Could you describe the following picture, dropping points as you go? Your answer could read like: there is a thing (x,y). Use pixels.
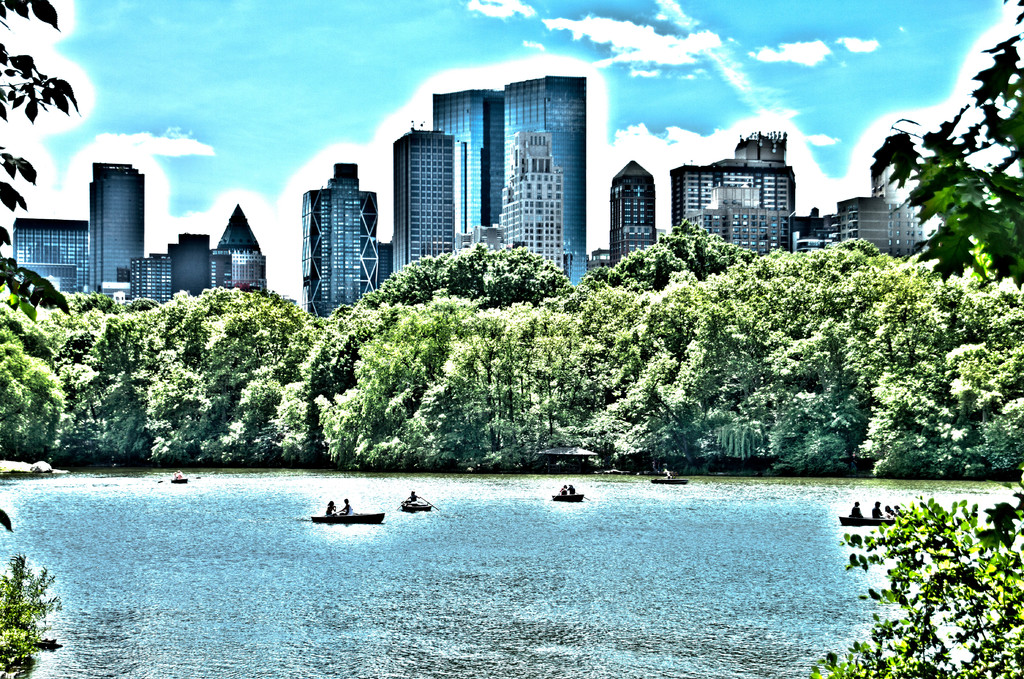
In this image we can see few boats (848,519) on the water (828,498) and few people (350,513) in the boat (862,518), there are few trees (488,394), buildings (415,234) and the sky (612,41) in the background (454,56).
